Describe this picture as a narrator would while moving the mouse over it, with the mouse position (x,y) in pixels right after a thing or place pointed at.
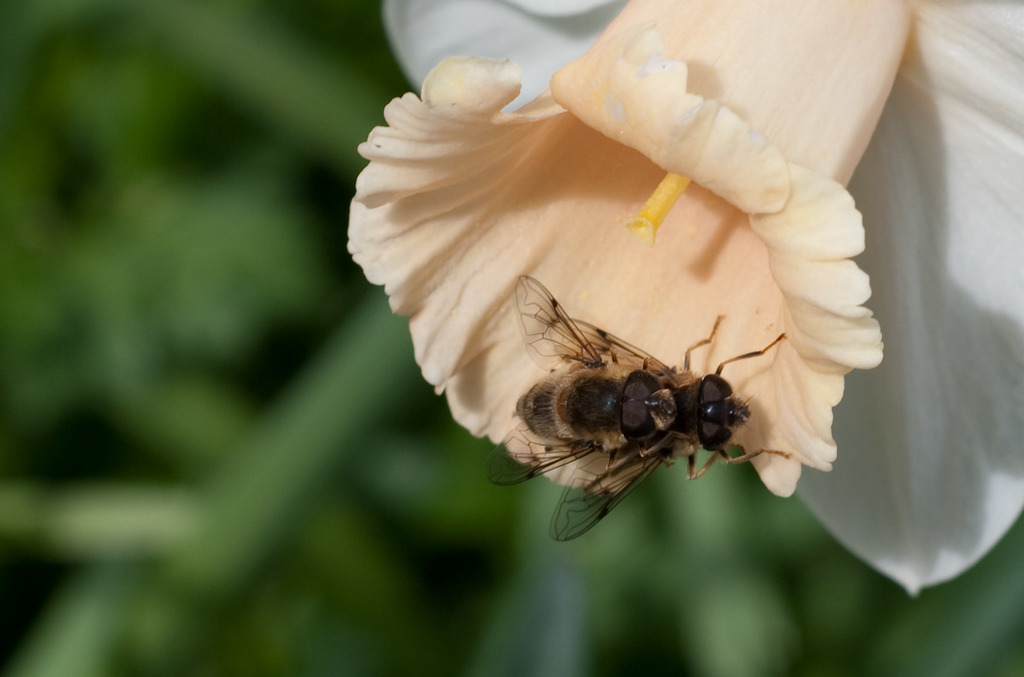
In this picture I can observe flower (746,324) in the middle of the picture (485,325). There is an insect (605,416) on the flower (554,156). The background (562,607) is blurred.
